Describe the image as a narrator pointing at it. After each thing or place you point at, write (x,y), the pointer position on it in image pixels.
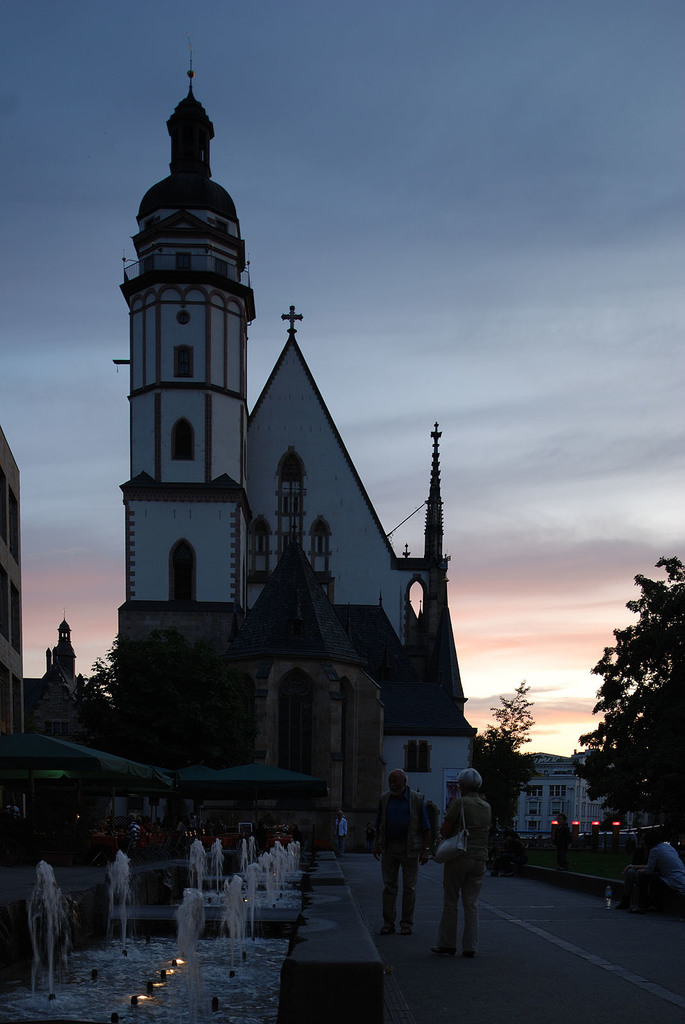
In this image we can see some people (565,818) on the pathway (560,972). We can also see some lights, the fountains (221,939), a building (163,508), some trees (597,775) and the sky (516,331) which looks cloudy.
